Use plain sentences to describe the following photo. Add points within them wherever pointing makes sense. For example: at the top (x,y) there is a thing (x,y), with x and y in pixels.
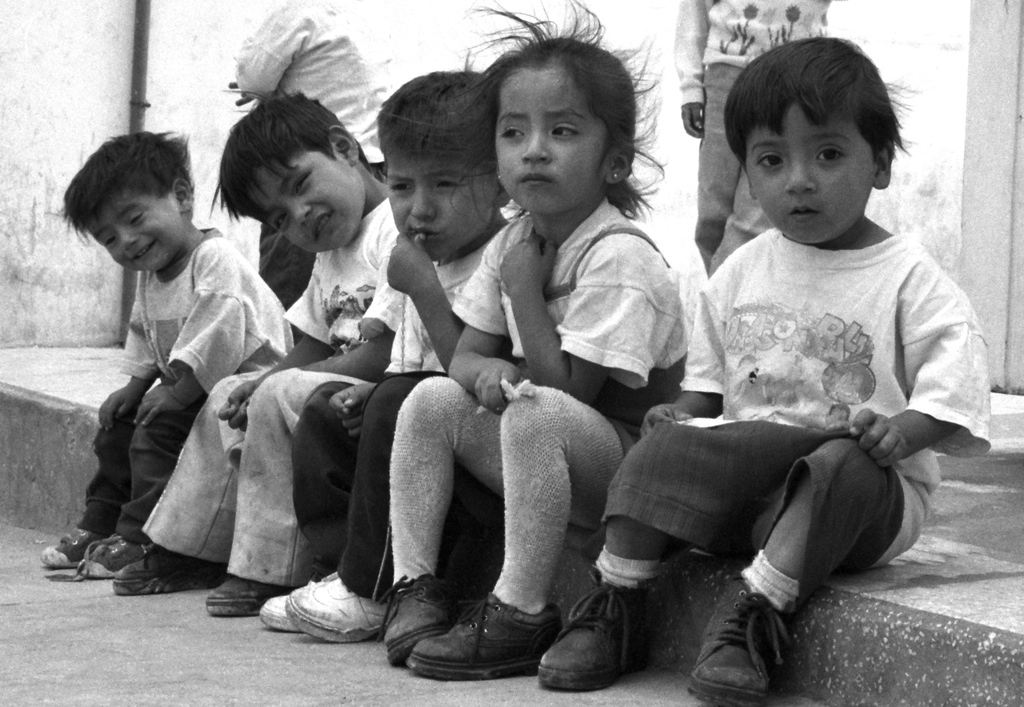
It is the black and white image in which there are five kids (606,299) sitting on the wall (906,578). In the background (315,56) there are two other persons (344,47) who are standing. In the background (183,16) there is a wall (198,17) to which there is a pipe (141,56).
